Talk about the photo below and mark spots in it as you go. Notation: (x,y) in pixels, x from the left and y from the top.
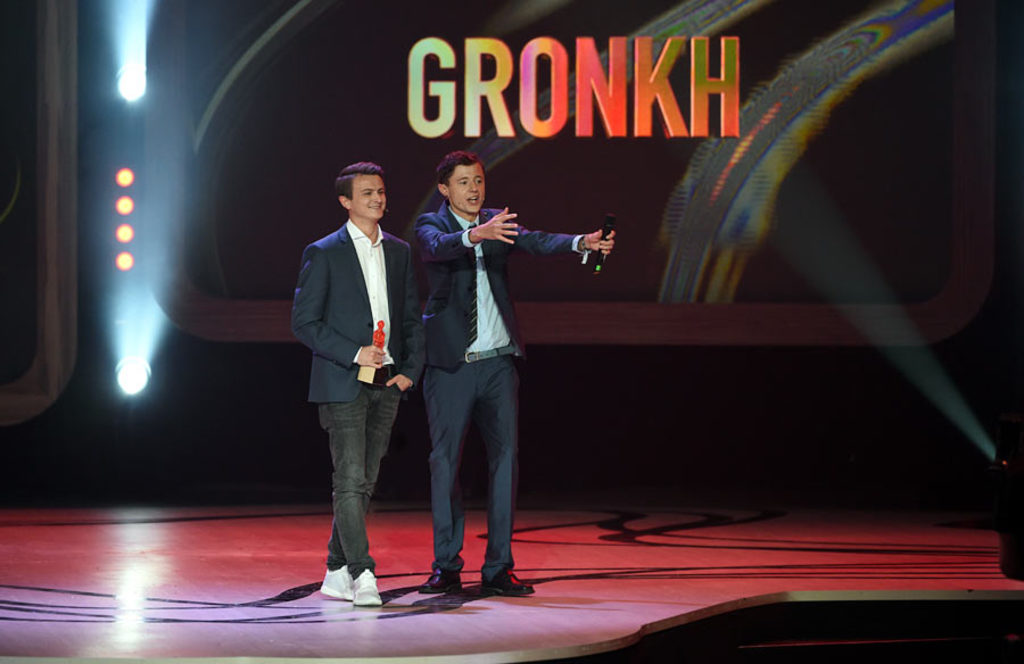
In this image in the center (431,426) there are persons (391,328) standing and in the background (400,202) there is a screen (650,199), on the screen (622,100) there is some text (606,98) which is visible and there are lights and the person (481,322) standing in the center (475,296) is holding a mic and speaking and the person (401,242) on the left side (335,402) is standing and smiling.
